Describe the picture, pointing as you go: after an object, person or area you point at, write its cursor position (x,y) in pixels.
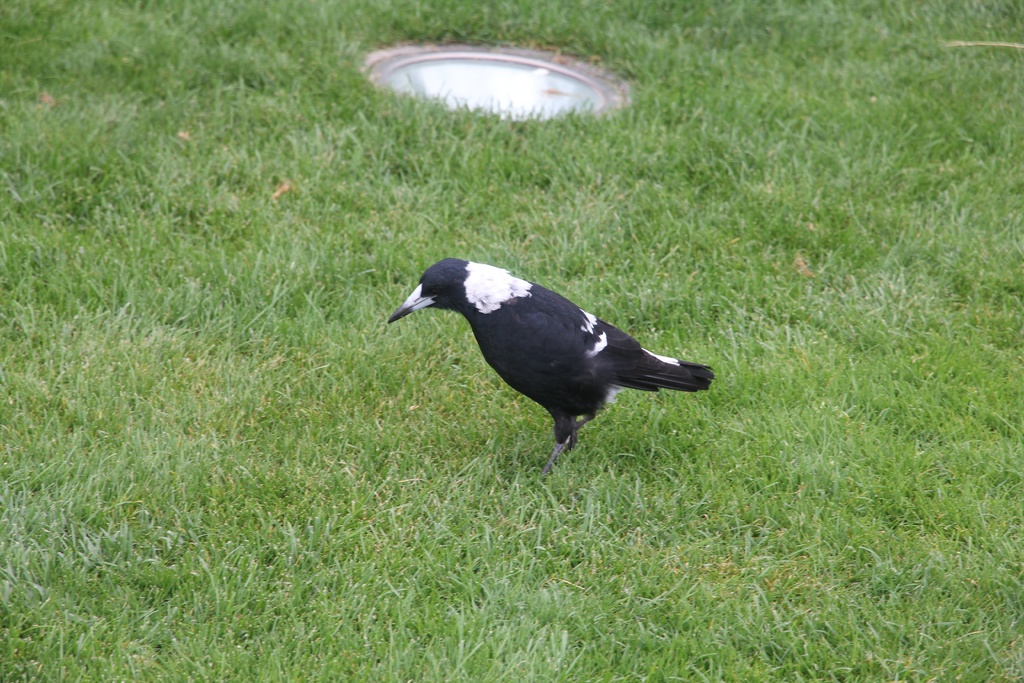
In this image I can see a black color of bird (441,305). I can see ground (440,241) with grass (407,318).
